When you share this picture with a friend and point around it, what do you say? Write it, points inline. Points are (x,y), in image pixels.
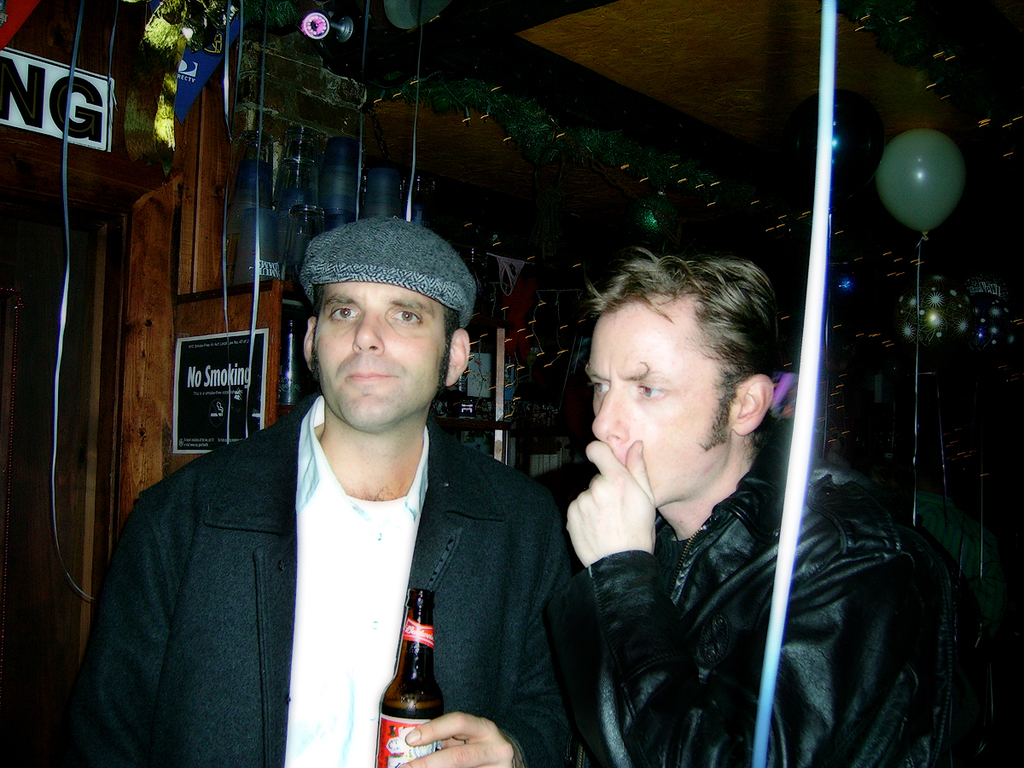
In this image I can see two people (494,483) where he is wearing a cap (466,288) and holding a bottle (407,644). In the background (953,181) I can see few boards (238,390) and a balloon (857,152).
